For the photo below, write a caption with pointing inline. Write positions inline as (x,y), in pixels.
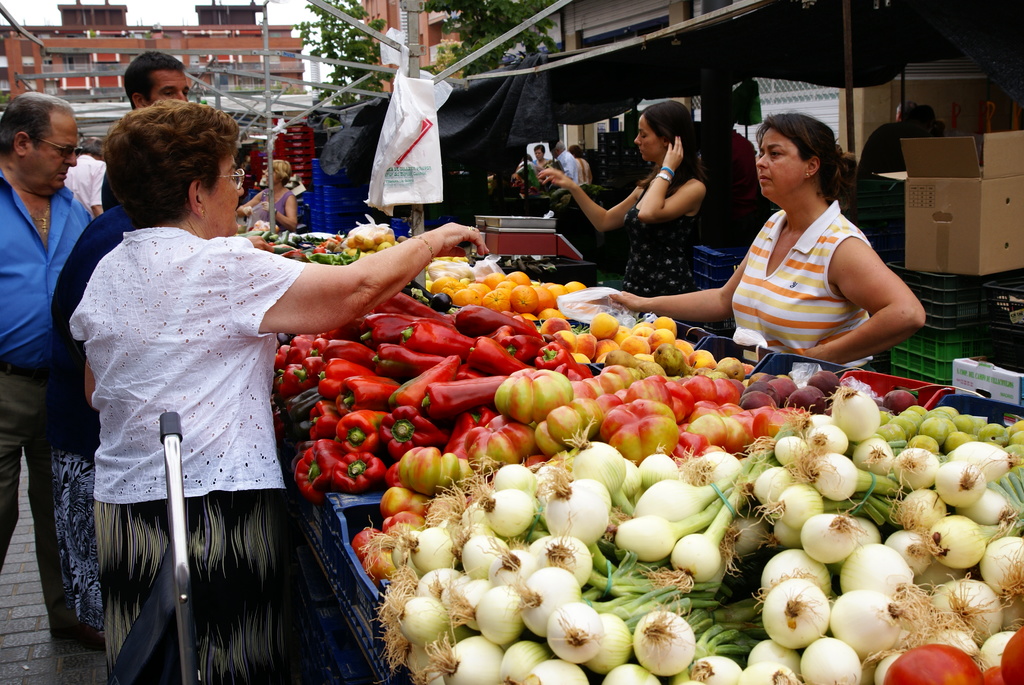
In this image there are vegetables (549,511) in plastic containers (593,368), group of people (198,250) standing, buildings (643,14), trees (446,50), cardboard box (983,254), plastic containers (891,192), sky (327,78).
